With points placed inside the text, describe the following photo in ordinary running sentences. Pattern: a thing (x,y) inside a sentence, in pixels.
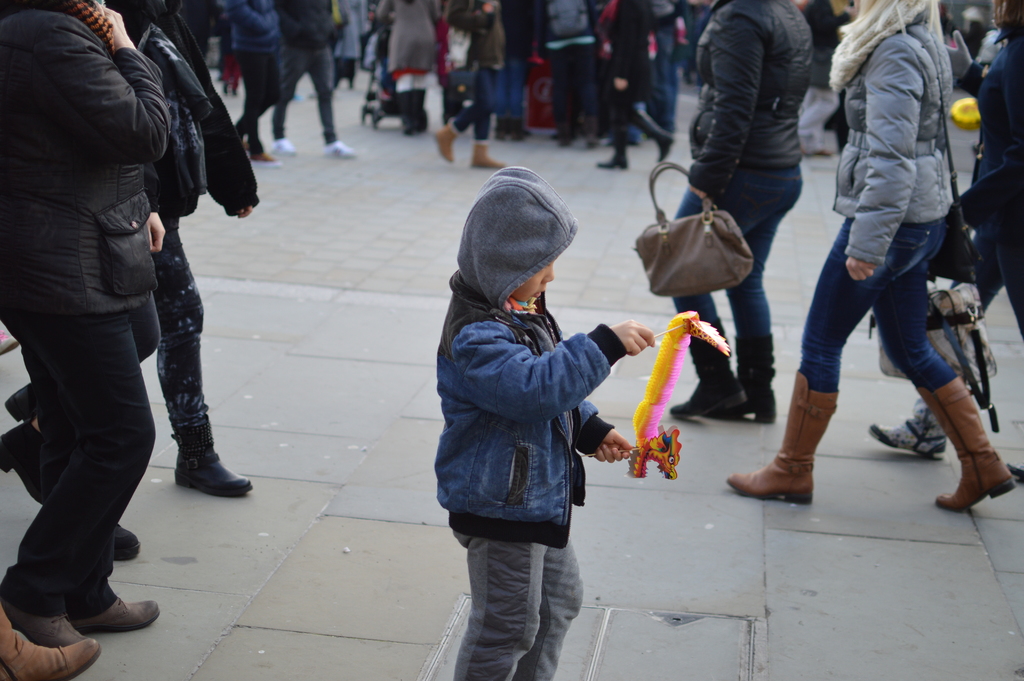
In this image there is crowd (455,109) and people (991,127) are walking on the road (445,238), carrying bags (705,257), in the foreground (449,412) there is a boy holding an object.
